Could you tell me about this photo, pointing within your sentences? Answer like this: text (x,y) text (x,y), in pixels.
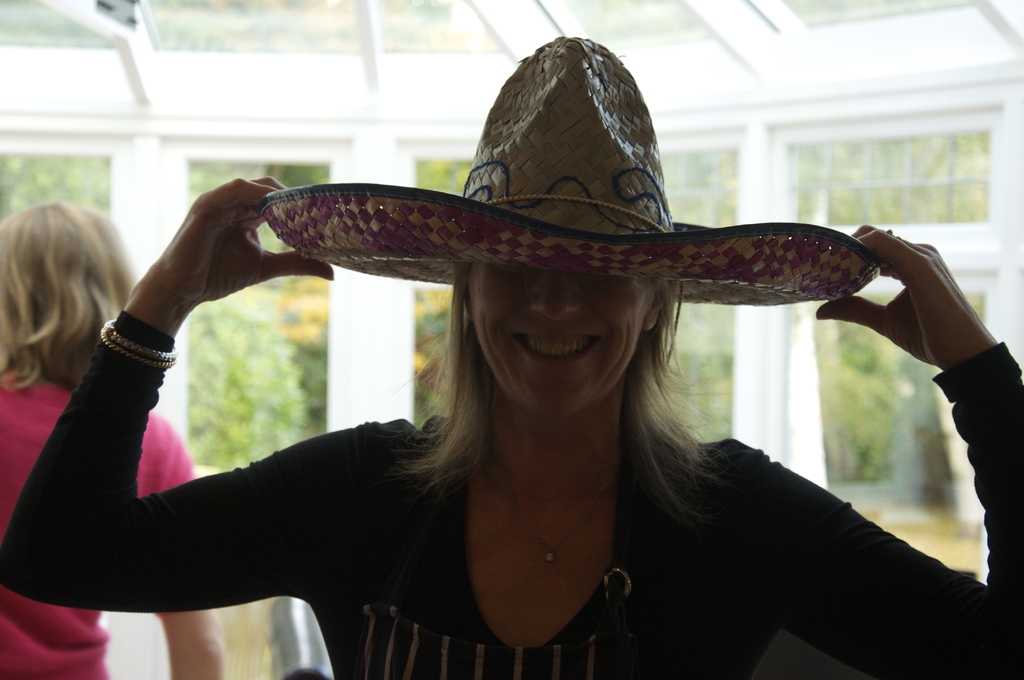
In this picture we can see a woman (473,633) holding a hat (570,221) and behind the woman (415,552) there is another woman (13,422) and glass windows (174,196). Behind the windows (850,185) there are trees (851,172).
